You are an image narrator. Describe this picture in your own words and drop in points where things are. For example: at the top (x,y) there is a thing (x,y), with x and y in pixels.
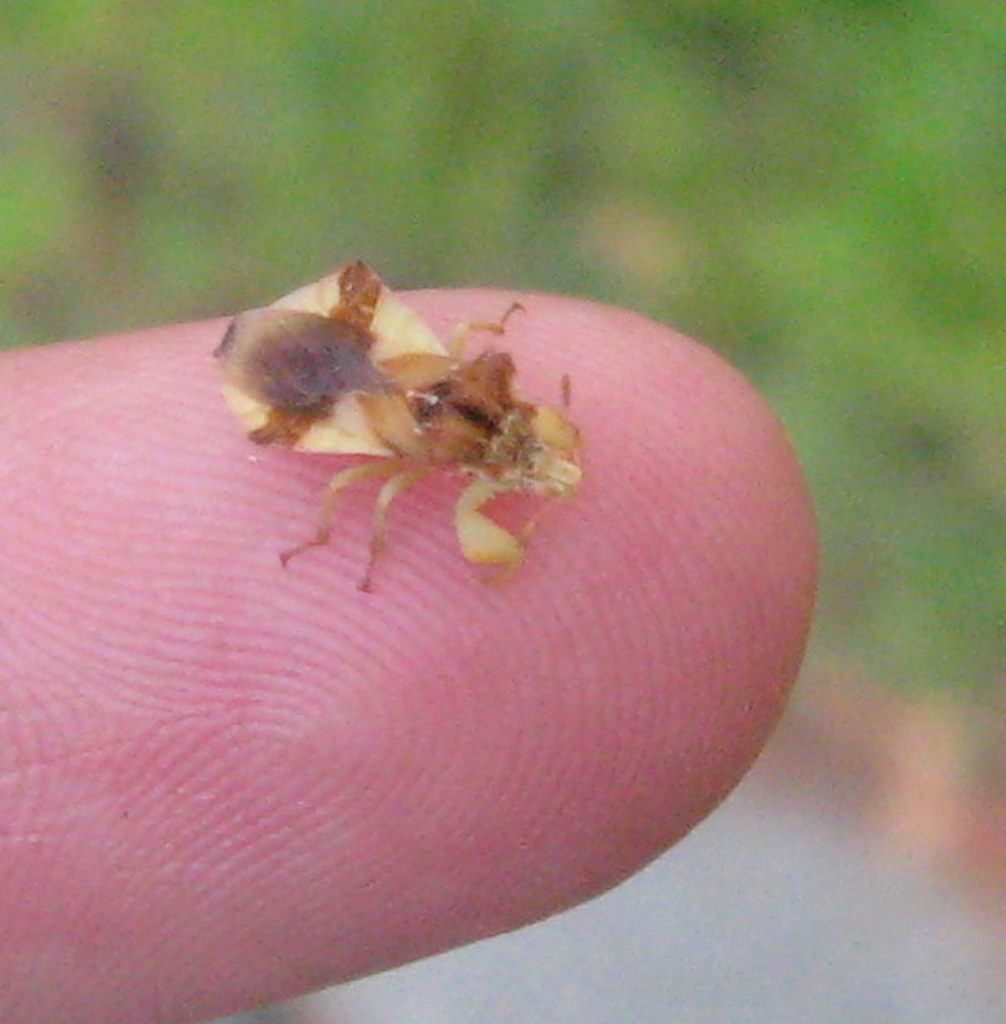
In this image I can see an insect (424,389) which is cream and brown in color on a human finger (304,656). I can see the blurry background (580,189).
